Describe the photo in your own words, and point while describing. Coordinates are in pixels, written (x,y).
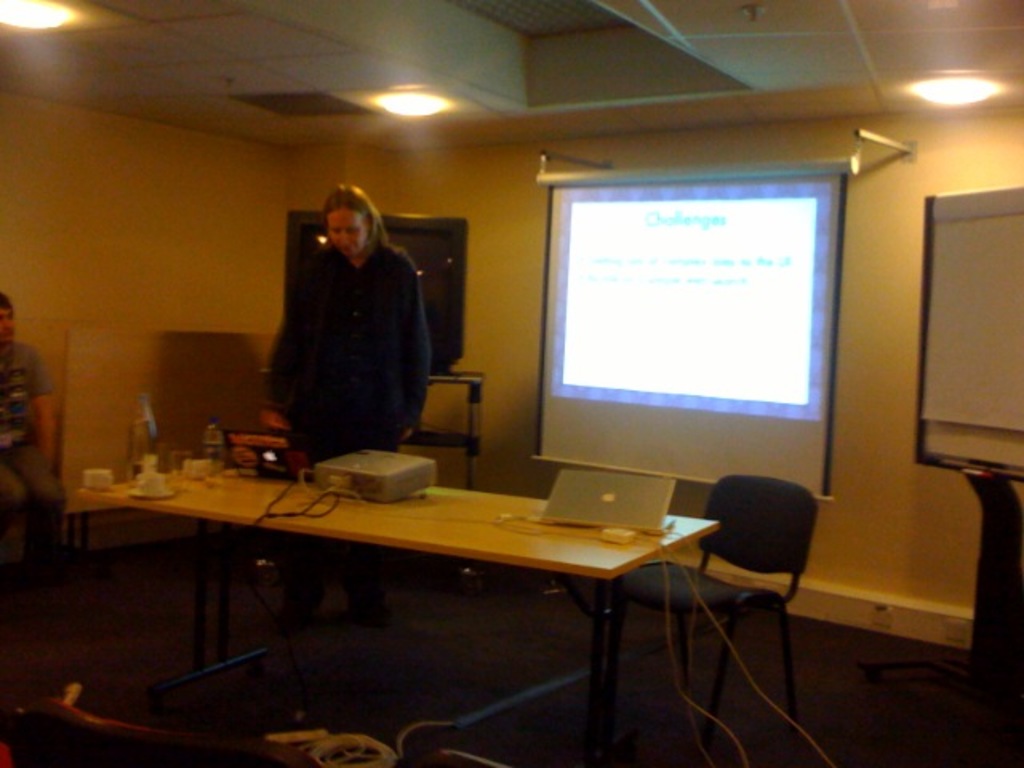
In this image in the center (430,504) there is a table (379,533), on the table (479,557) there is a laptop (573,507) and bottles (146,457), there are cups (105,479) and there are wires (300,510). In the center (358,407) there are persons (291,373) standing and sitting and there is an empty chair (746,562) which is black in colour. In the background (450,304) there is a TV (441,295) which is black in colour and there is screen (703,331) and on the top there are lights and on the right side (969,323) there is object (987,323) which is white in colour. On the floor (321,728) there are wires (365,751) and there is an empty chair (95,736) in the front (99,741) on the left side (113,737) which is black in colour.
